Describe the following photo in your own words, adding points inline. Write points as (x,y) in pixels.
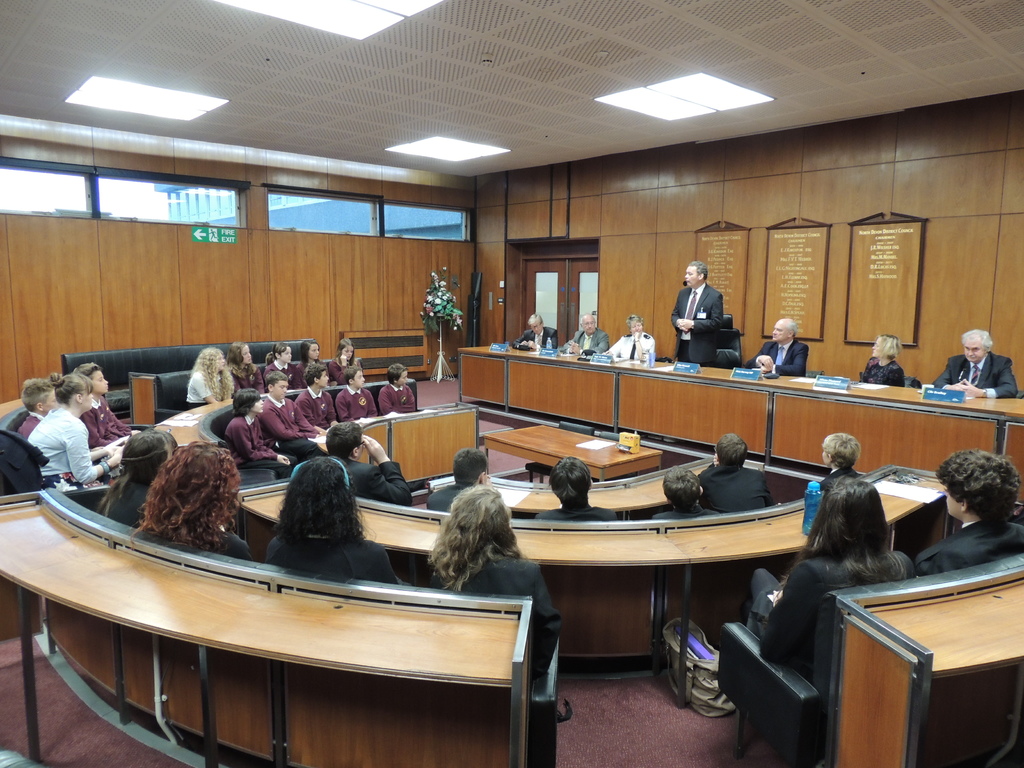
In this image there is a hall (510,412) with wooden walls (164,317) and roof (622,133) with lights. There are many people (365,497) male and female. There are tables (365,687) with the chairs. There is a flower vase (447,313).
